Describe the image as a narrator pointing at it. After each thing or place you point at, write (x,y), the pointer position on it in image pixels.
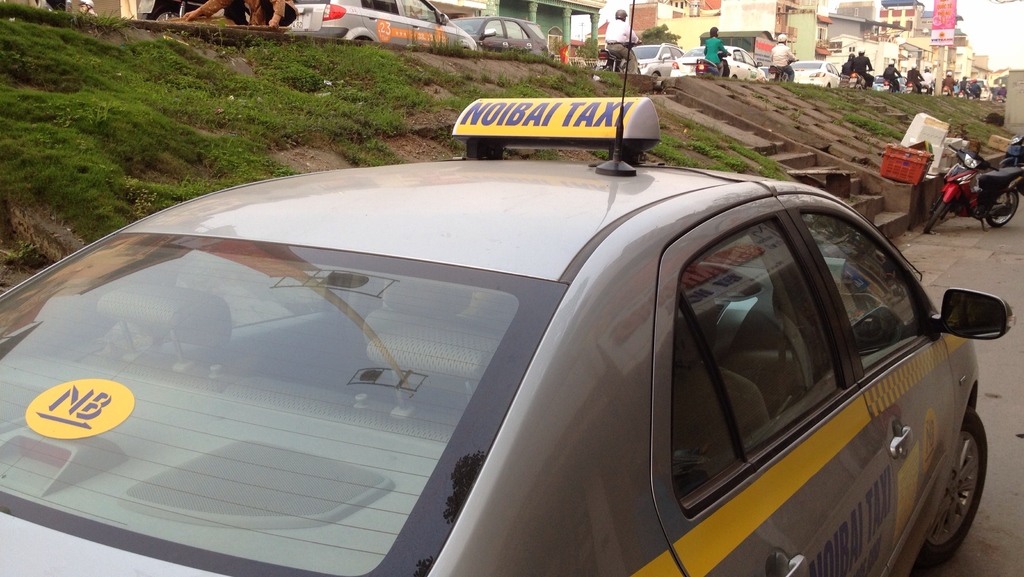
In this image, we can see a few vehicles (539,118). We can see some people (787,46). We can also see the ground (1007,347), stairs (798,112) and some grass (945,105). We can also see the sky (989,49).
